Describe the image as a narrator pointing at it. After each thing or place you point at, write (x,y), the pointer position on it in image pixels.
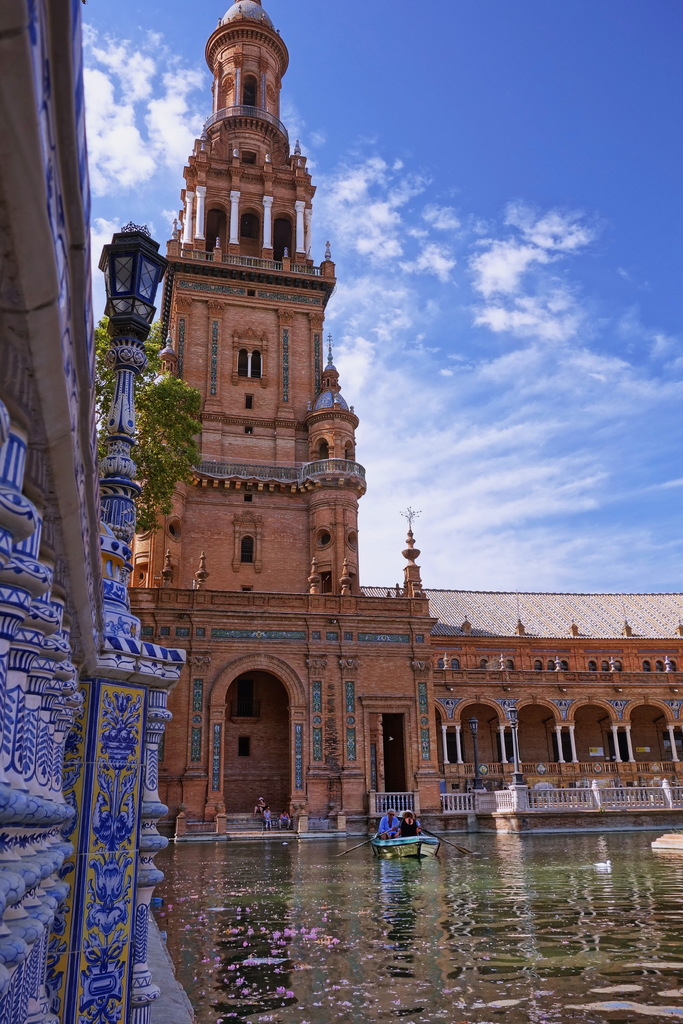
In this image I can see there are buildings (232,652) and a light (139,271) on the building (505,597) and there is a fence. And in front (433,867) there is a water (416,892) and a boat (426,853). On the boat (406,847) there are persons (388,822) riding. And at the top (448,219) there is a sky (342,208).
